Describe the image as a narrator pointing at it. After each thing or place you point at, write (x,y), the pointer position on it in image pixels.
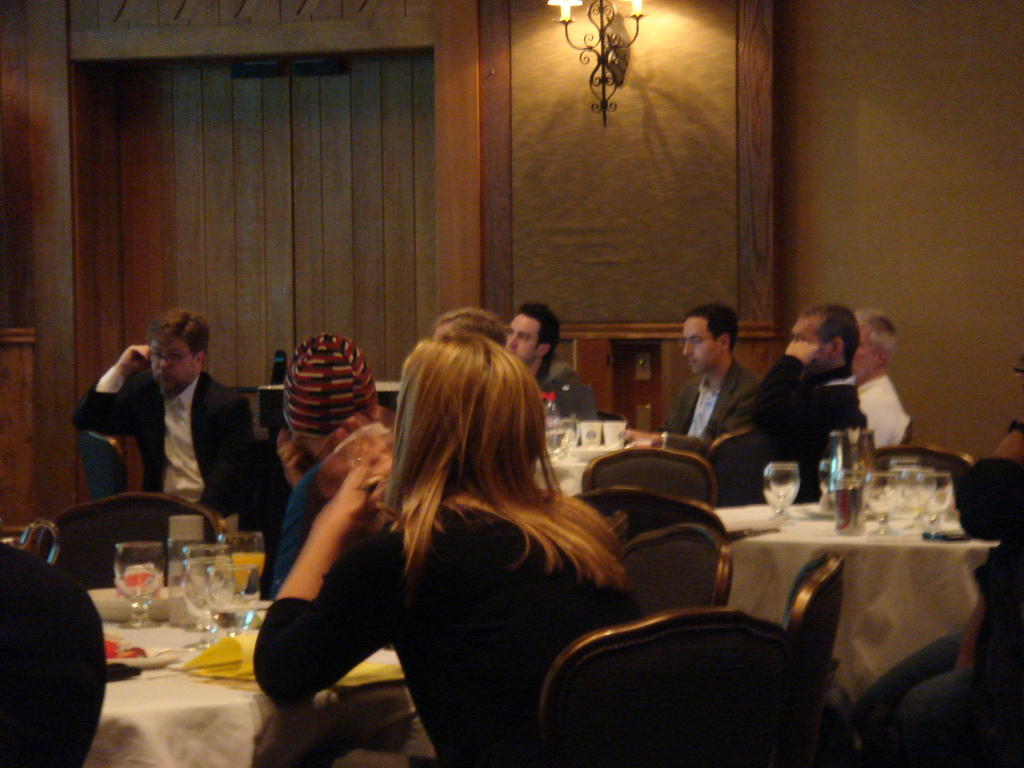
A group of people (195,437) are sitting together around the chairs (119,507) there are wine glasses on the table (160,631). At the top (602,41) there are lights (609,58) on the wall (658,47).
